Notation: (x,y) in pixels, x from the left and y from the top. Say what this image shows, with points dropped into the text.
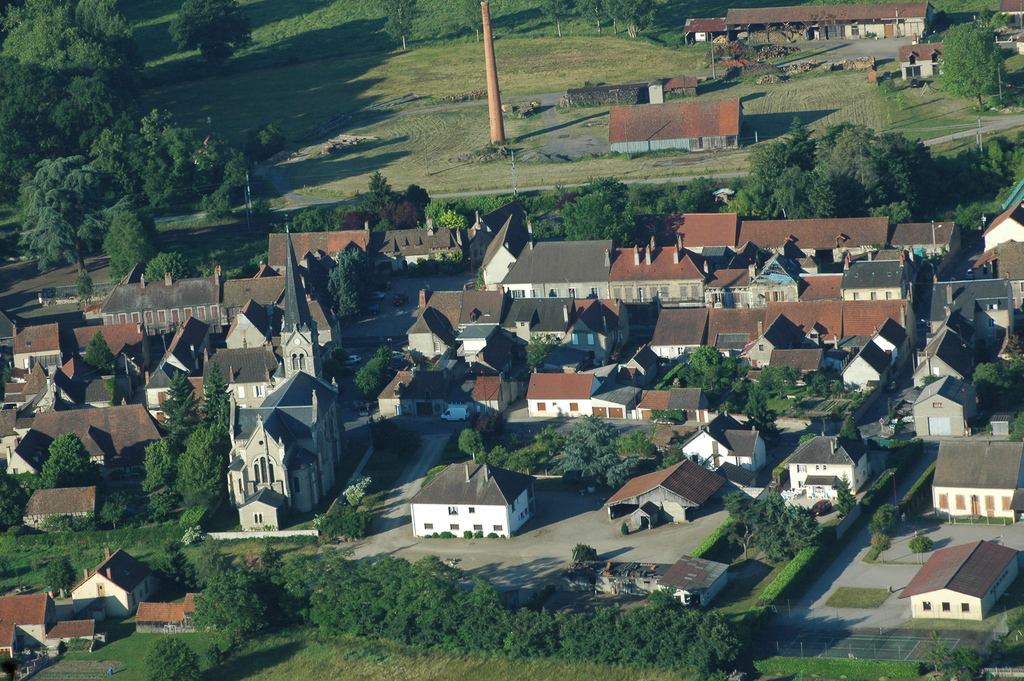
In this image we can see the aerial view of a place, there are some houses (511,481), pole (493,90), plants (358,482), also we can see some trees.
